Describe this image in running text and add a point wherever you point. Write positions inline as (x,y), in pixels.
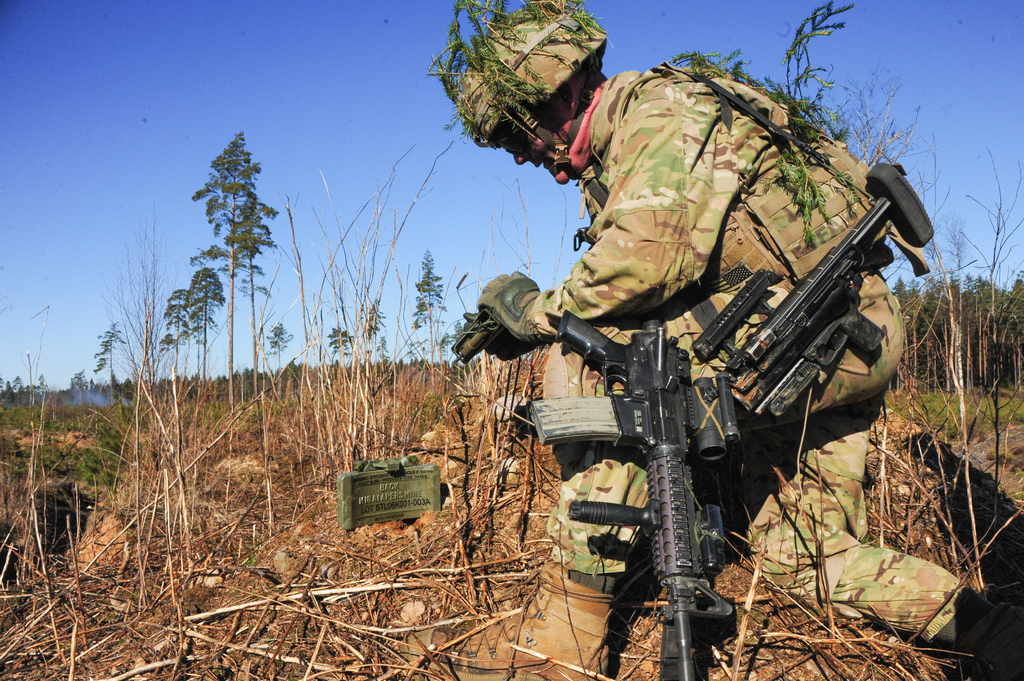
In this image there is a man (692,341) carrying guns (686,435) and wearing helmet (558,40), squatting on a land (176,646) and there are plants (349,410), in the background (413,249) there is the sky (419,86).
